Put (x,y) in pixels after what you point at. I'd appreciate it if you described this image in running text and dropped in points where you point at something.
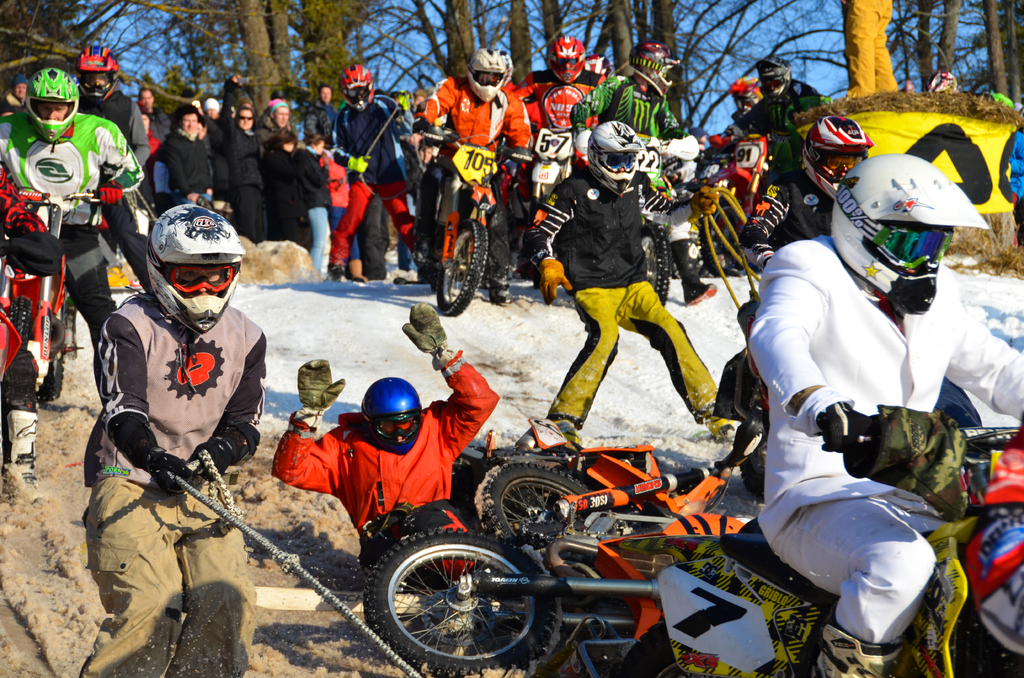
In this image we can see some people (184,243) preparing for the bike race. In the background (265,56) we can see trees (253,30) and some part of sky (813,71) is also visible.
